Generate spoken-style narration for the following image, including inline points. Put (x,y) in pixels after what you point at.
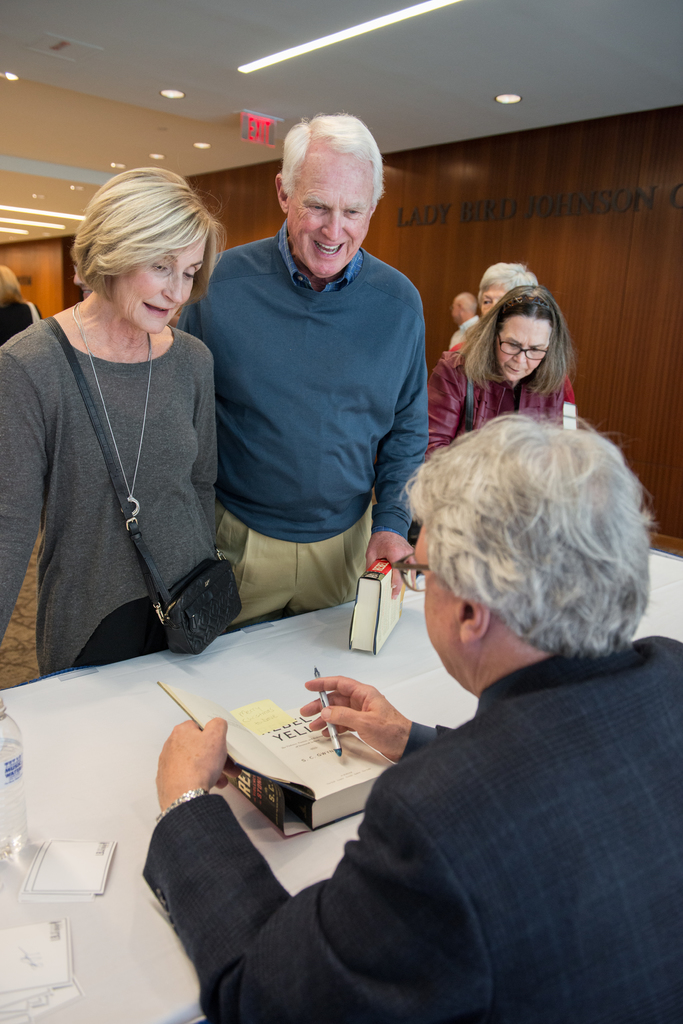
In this image I can see six people (396,340) standing among which two people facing towards the back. People (393,286) standing in the center (314,377) are interacting with a person (492,688) sitting in front of a table (159,732) holding a book (278,782) and a pen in a hand (343,718), I can see a bottle (13,831) and other labels (23,934) on the table (40,825).
